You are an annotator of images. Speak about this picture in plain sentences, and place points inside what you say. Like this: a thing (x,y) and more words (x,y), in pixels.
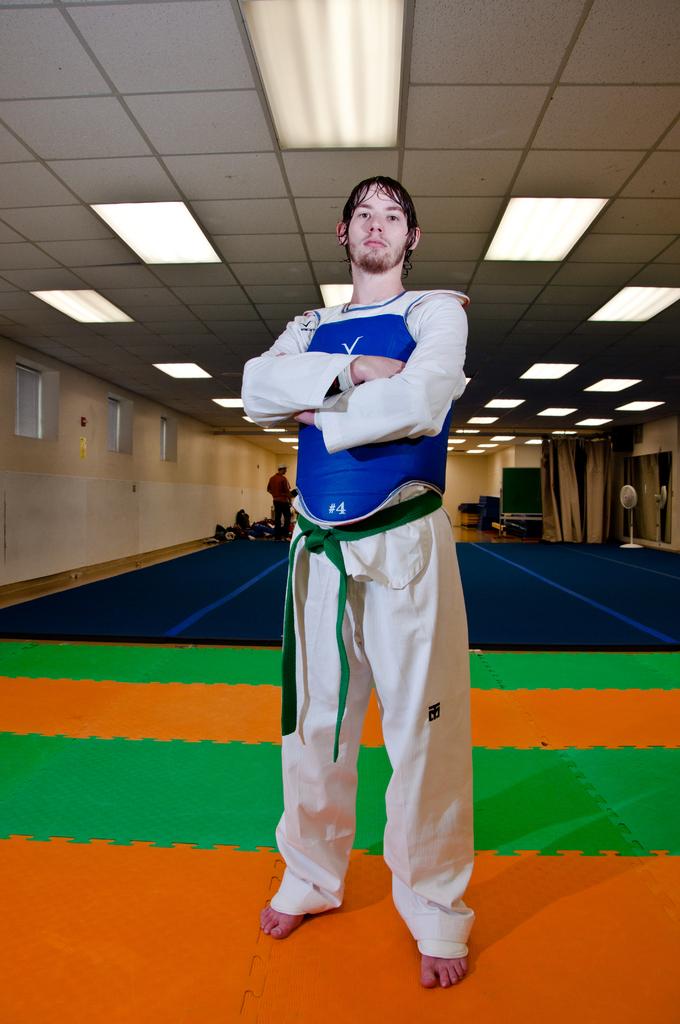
In the foreground (394,312) we can see a person (391,467) and mat (540,651). At the top (254,118) we can see ceiling (255,203) and light (212,261). In the background (250,515) there are curtains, wall (141,410), windows (20,413), fan (629,507), person (276,492) and other objects (501,515).
